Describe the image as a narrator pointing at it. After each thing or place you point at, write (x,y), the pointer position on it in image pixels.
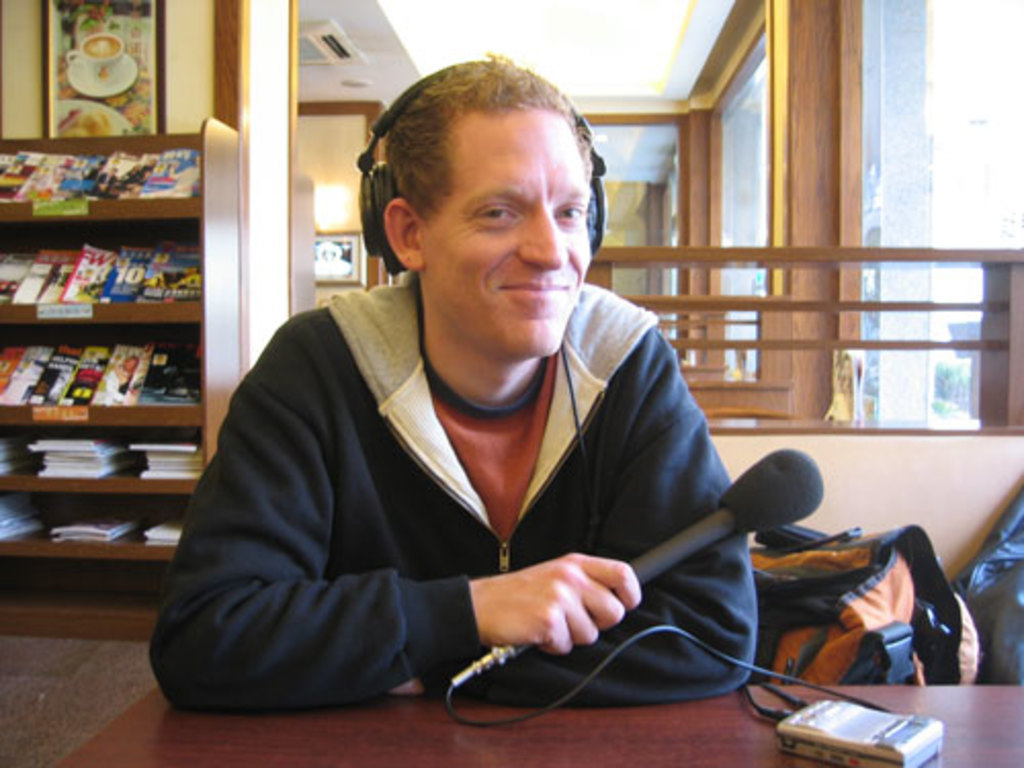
In this image we can see a person (514,503) wearing blue color jacket (533,553) holding microphone (697,539) in his hands (563,649) and also put his headphones (365,162) on and there is receiver (846,734) in front of him which is on the table (703,701) and in the background of the image (59,370) there are some books (150,257) which are arranged in the shelves (65,488), there are some paintings (125,49) attached to the wall (194,25), there is fencing (683,246) and some glass doors (890,191), there are bags (906,597) beside him.
